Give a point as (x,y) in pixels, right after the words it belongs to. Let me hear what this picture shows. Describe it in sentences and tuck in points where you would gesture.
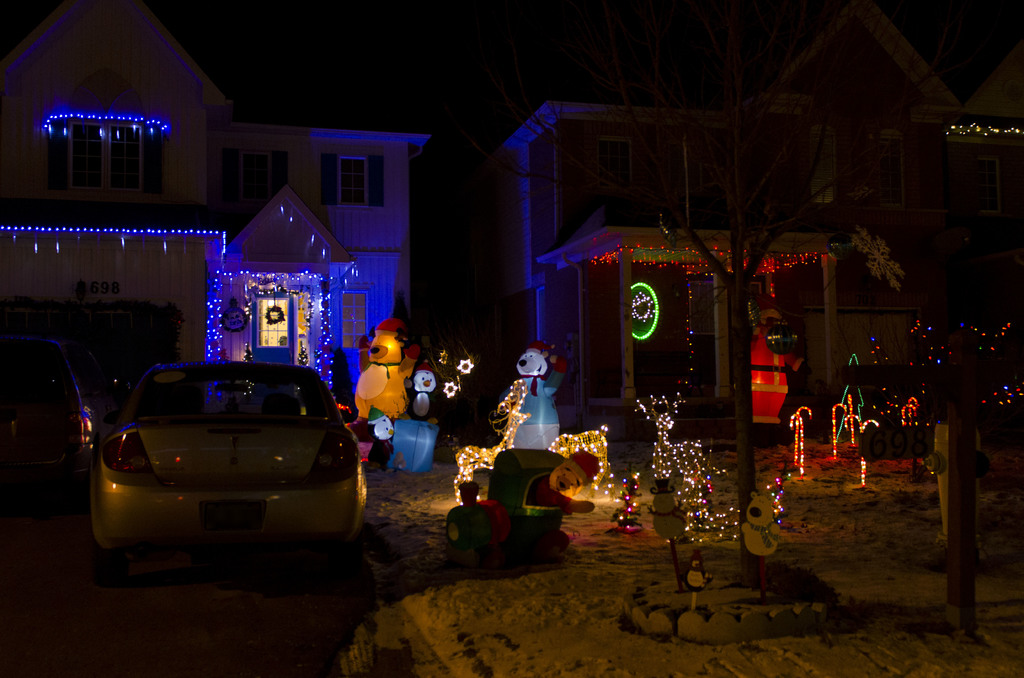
In the picture we can see a night view of the street (325,583) with two houses (559,329) which are decorated with lights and near to it we can see some part of snow surface (390,621) on it we can see some toys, decorated tree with lights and beside it we can see a car (216,426) is parked.
